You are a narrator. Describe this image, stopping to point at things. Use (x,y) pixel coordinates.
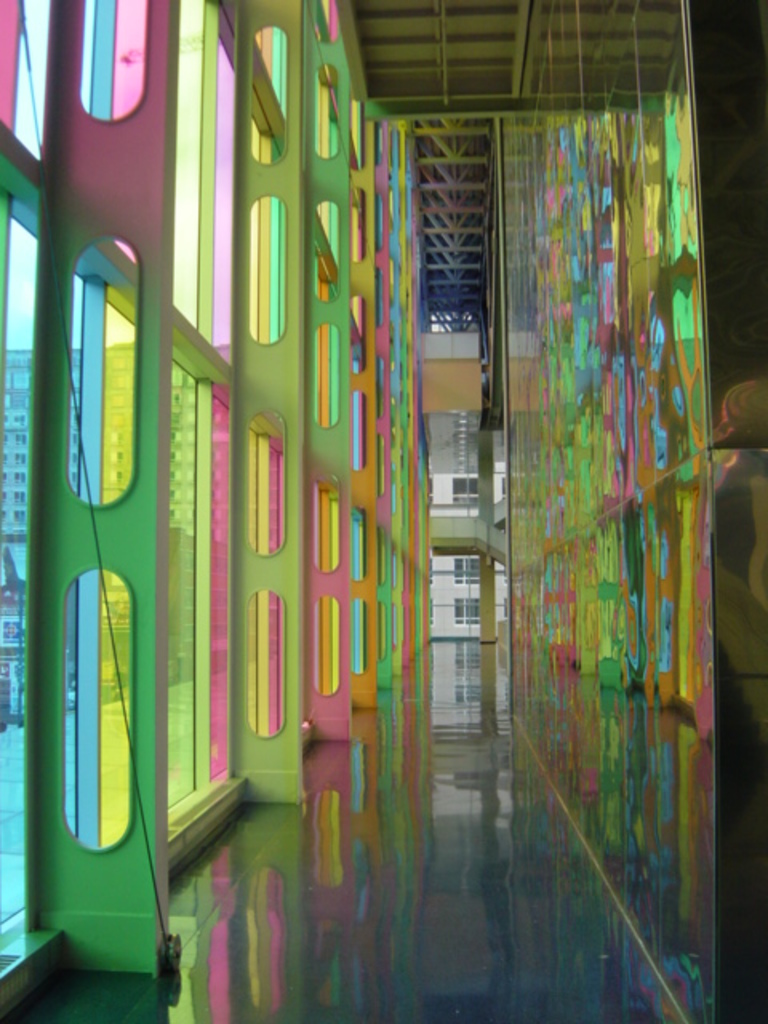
In this picture I can see the inside view of a building (512,712), there are colorful windows (398,263), there are trusses (433,190), there is a reflection (656,214) of colorful windows (392,236) on the transparent glass (656,284), and in the background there is a building (8,362) and the sky (197,159).
